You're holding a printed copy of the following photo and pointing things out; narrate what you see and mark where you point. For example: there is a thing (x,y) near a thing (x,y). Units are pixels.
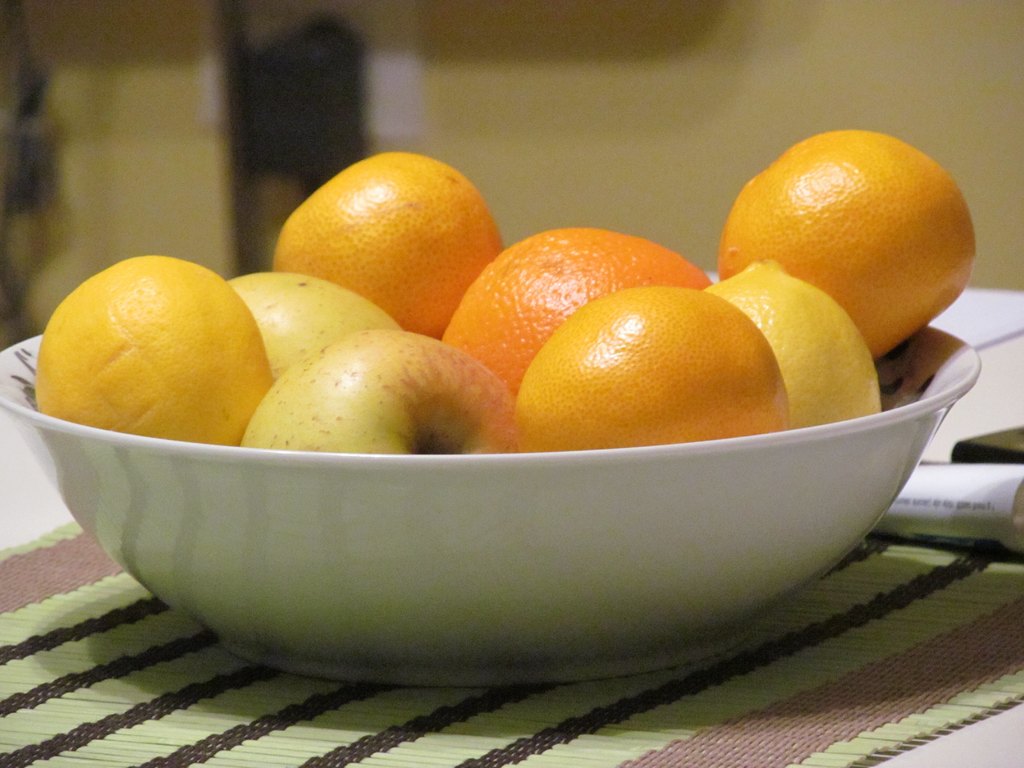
In this picture we can see few fruits (420,356) in the bowl (460,463), on the right side of the image (891,513) we can find a paper (973,486) and we can see blurry background (552,151).
